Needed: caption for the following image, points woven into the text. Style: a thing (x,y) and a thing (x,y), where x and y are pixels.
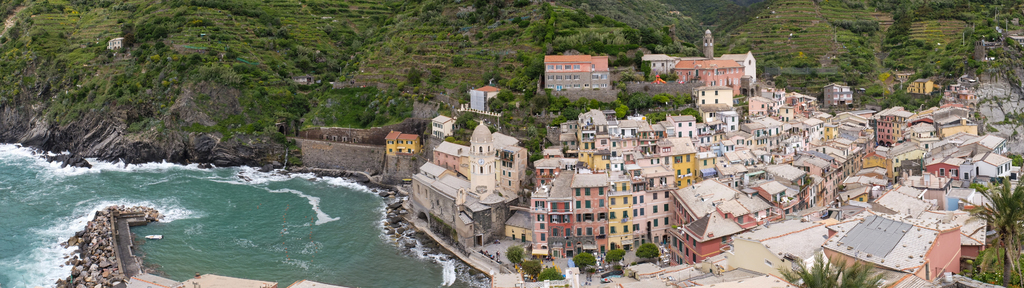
In this image there are houses (628,132), the sea (271,186), a mountain (526,37), on that mountain (306,61) there are trees (46,55).
